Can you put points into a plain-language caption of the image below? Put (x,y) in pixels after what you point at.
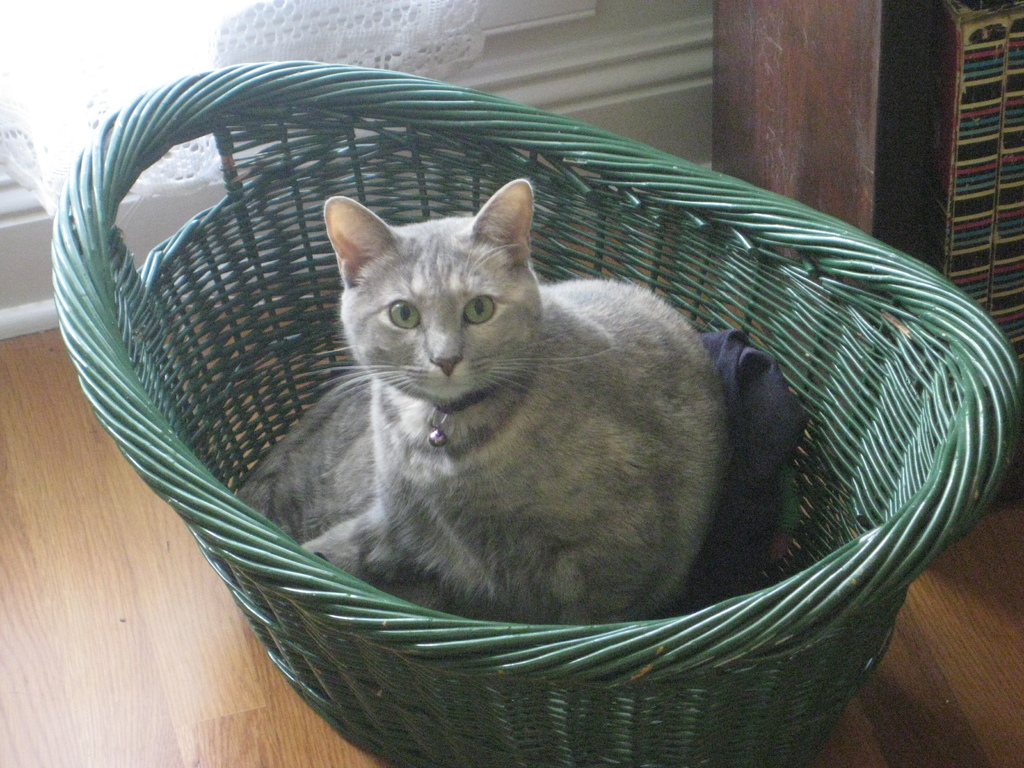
In the center of the picture (664,426) there is a green basket (333,337), in the basket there is a cat (442,355). At the top left (258,23) there is a curtain (213,7) and a window (113,68). On the right (861,88) there is a wooden object (871,63).
